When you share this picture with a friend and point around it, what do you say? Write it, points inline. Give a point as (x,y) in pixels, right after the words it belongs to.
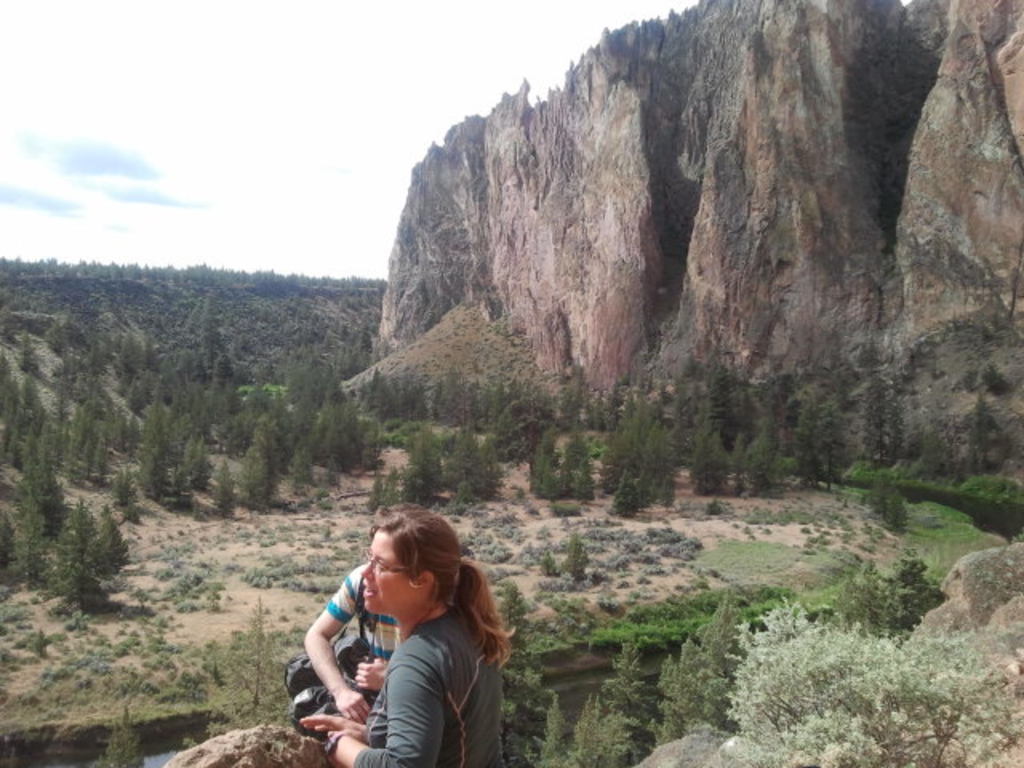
In this picture there is a woman (462,592) who is wearing spectacle (376,568), t-shirt (391,702) and watch (332,736). Beside her there is a man (359,711) who is wearing t-shirt (386,643) and holding a bag (351,674). Both of them are standing near to the stones (294,748) and plants (671,725). In the back (18,443) I can see many trees (451,474), plants (895,509), grass (938,516) and river (1016,514). On the right (851,36) I can see the stone mountains (592,171). In the top left (224,9) I can see the sky (200,77) and clouds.
